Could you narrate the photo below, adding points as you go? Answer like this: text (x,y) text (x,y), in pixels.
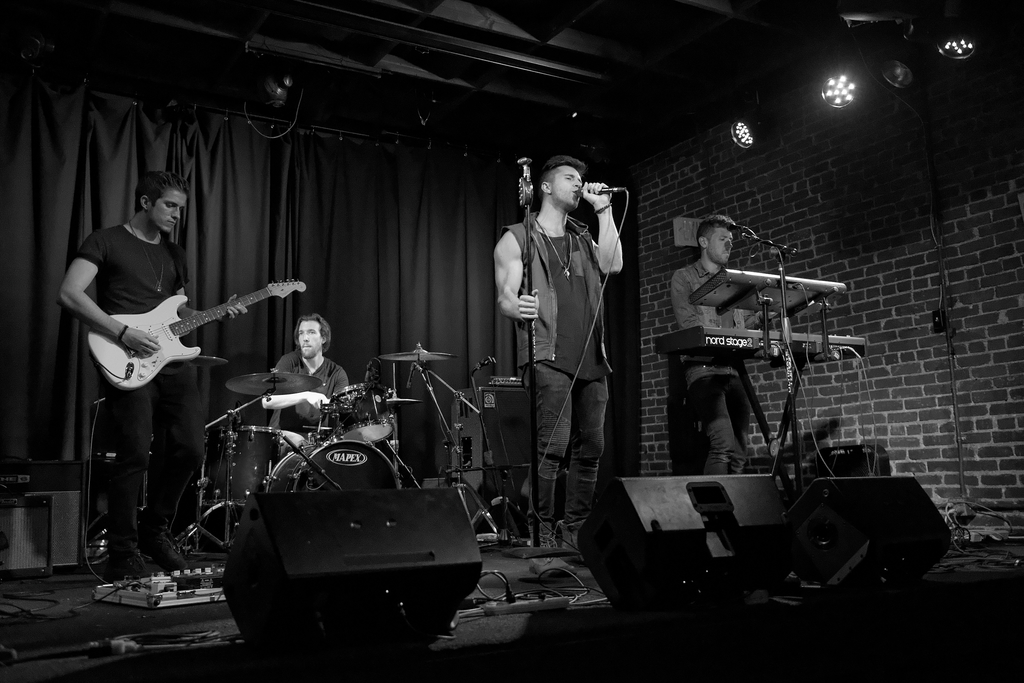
There are four people (735,376) in the image. In the center of the image (571,302) there is a man (564,285) standing and holding a mic (601,191) in his hand (588,201) he is singing a song. On the left (190,453) there is a man (160,404) playing a guitar (186,301). On the right (739,433) there is a person (730,313) who is playing a piano (746,331). In the back (291,422) there's a man (282,401) playing drums (354,472). At the bottom of the image (401,562) there are speakers (379,610). In the background (452,216) there is a curtain (485,181), wall (823,172) and lights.
